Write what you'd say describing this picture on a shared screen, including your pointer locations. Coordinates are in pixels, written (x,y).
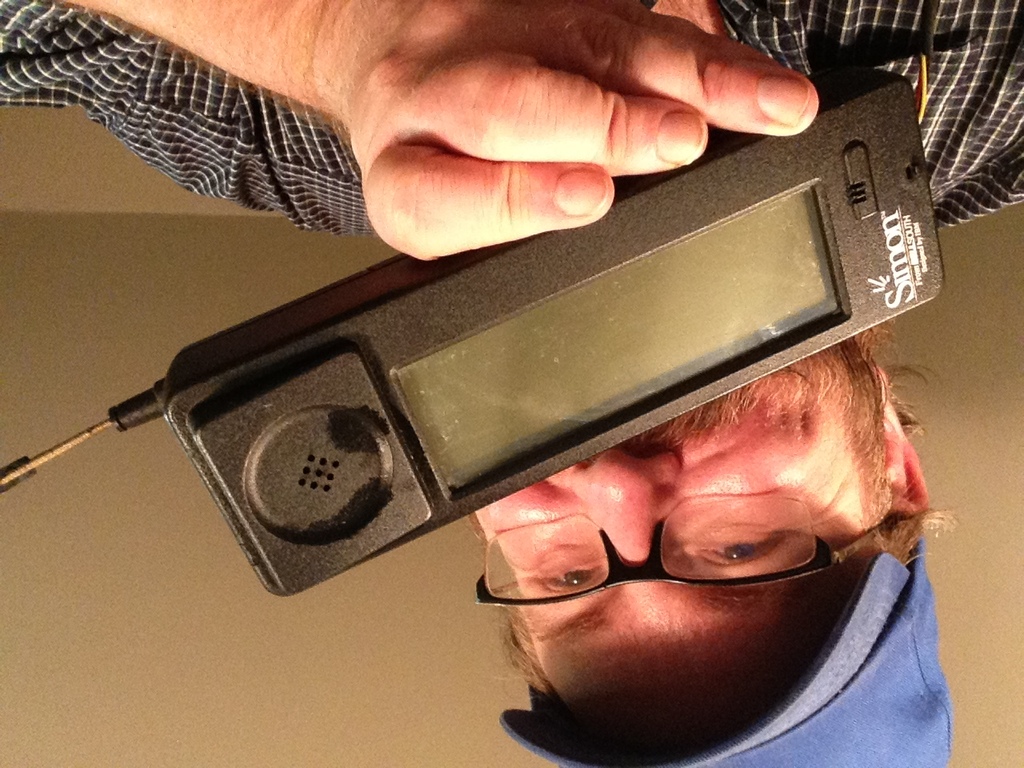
This is a reverse image. A person (696,625) is wearing a blue cap (855,661) and spectacles (701,555). He is holding a phone (616,437) in his hand (479,7).
